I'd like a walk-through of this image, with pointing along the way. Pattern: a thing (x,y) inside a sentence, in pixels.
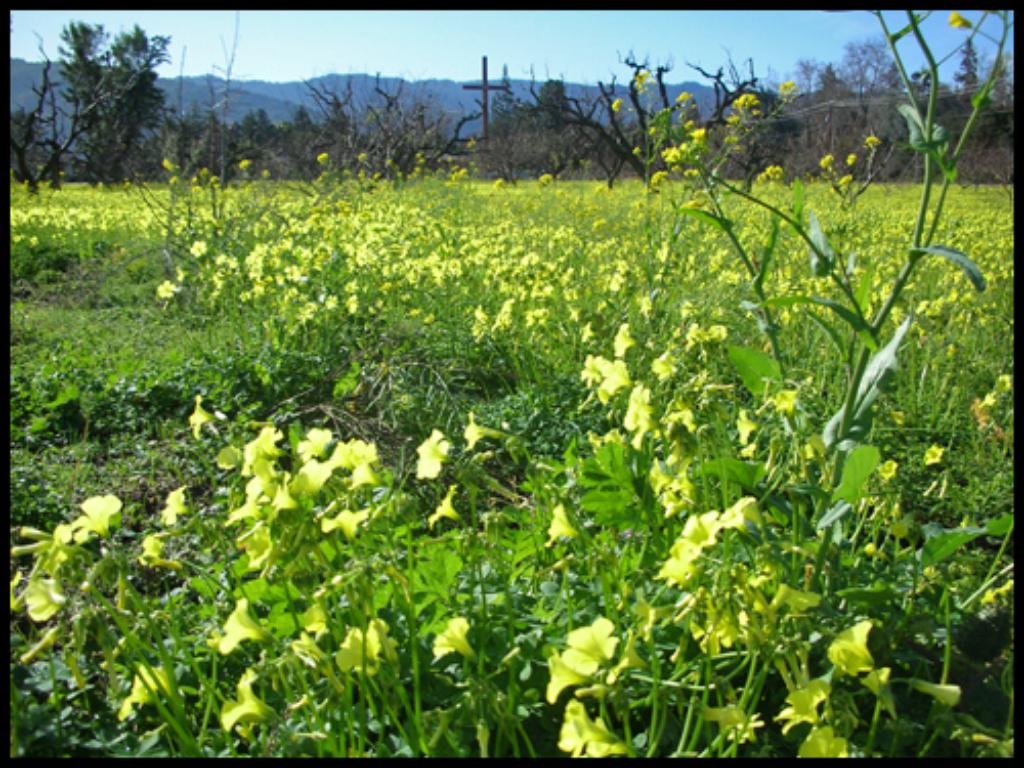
In the image we can see some flowers (76,203) and plants (171,181). At the top of the image (627,166) there are some trees (967,82) and poles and hills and sky (909,44).
